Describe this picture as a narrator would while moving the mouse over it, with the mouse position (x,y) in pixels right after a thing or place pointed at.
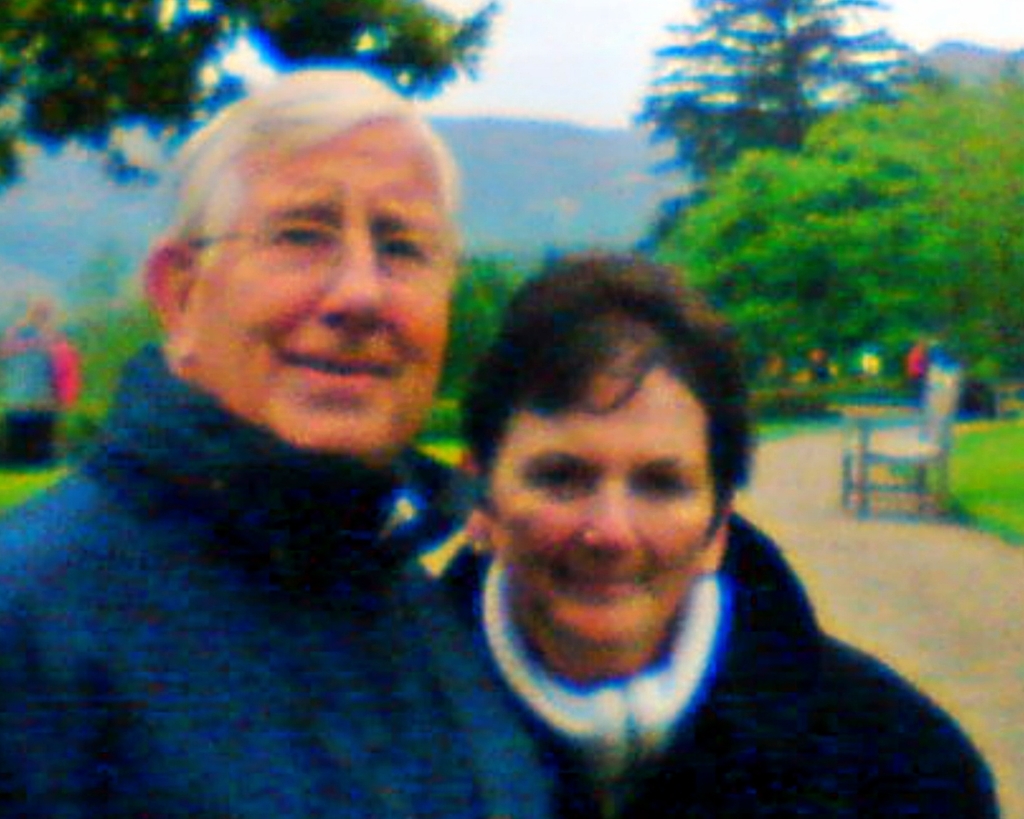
In this picture we can see a old man (225,523) and a woman (583,611) smiling and giving a pose into the camera. Behind we can see a blur background (953,258) with some trees (804,205).
